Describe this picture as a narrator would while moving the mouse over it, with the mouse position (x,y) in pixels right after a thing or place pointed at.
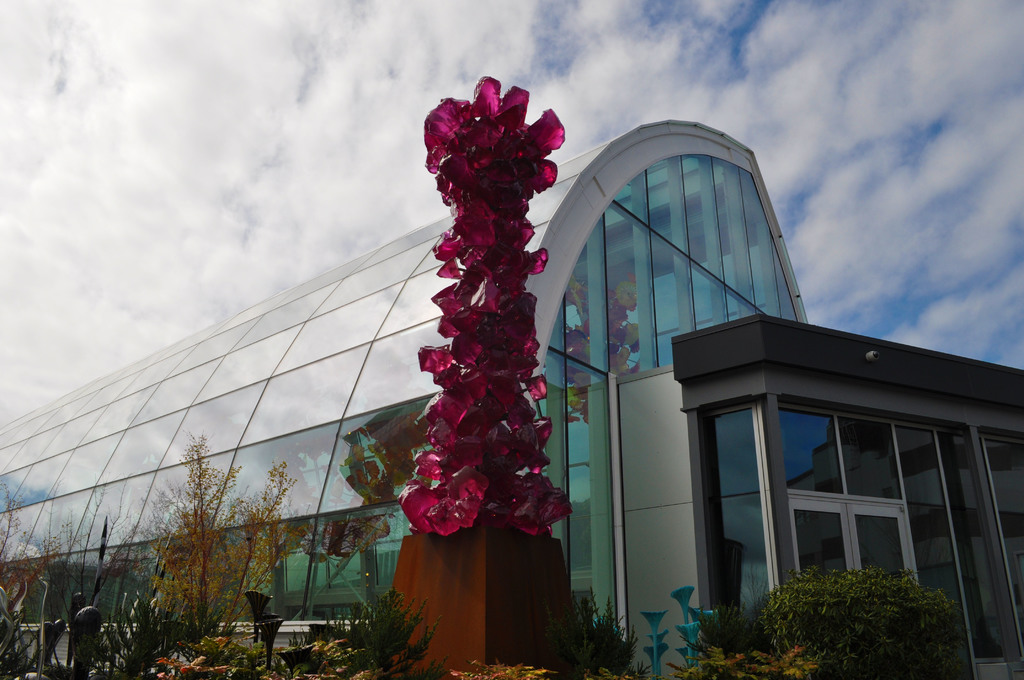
To the bottom of the image (937,653) there are many plants (628,645). In between the plants (394,610) there is a statue (473,545) with pink stones (476,488). In the background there is a building (358,311) with glasses (642,329), windows (755,451) and doors (801,524). In the background (134,174) there is a sky (855,177) with clouds (144,188).
